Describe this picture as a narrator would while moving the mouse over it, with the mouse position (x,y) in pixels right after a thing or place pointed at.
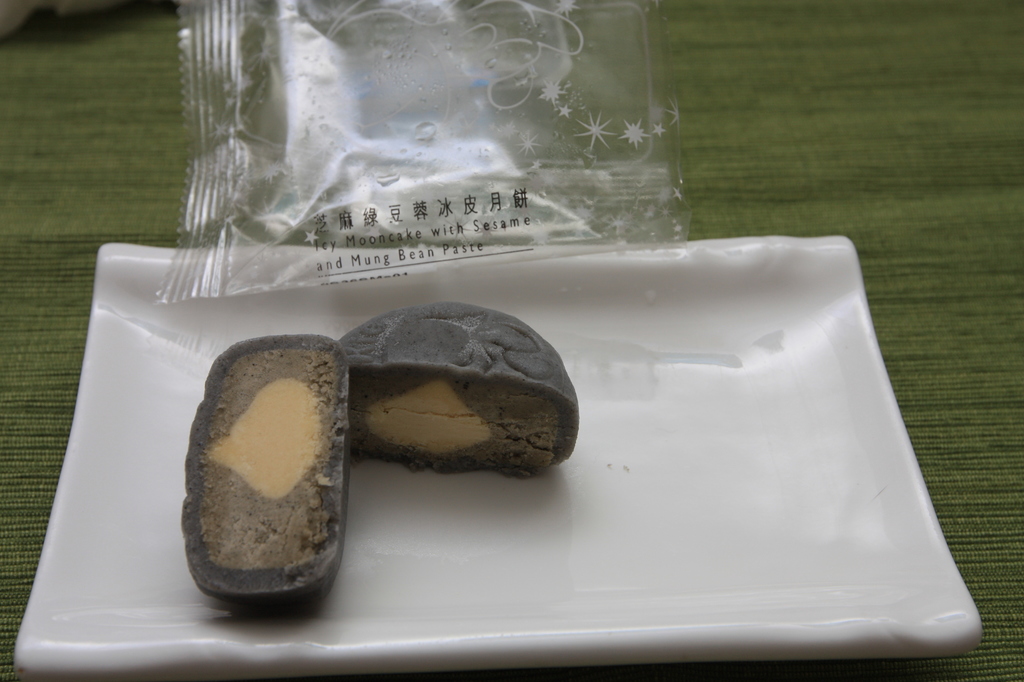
In this picture I can see some eatable item (411,428) kept in the plate (670,460).
